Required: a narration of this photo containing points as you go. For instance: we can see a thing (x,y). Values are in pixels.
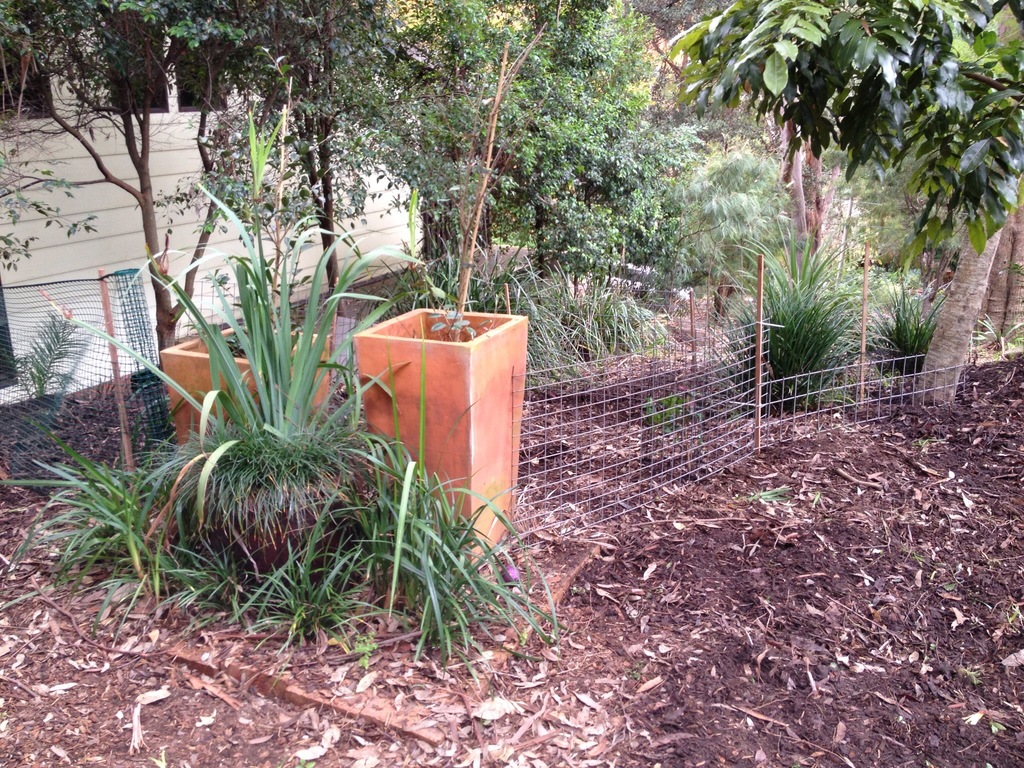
In this image there are two pots (420,382) in the middle (430,405). At the bottom (480,686) there is ground (608,644) on which there are dry leaves (470,699) and soil (798,566). In the background (739,163) there are trees (780,133). Beside the pots (501,388) there is a fence (727,361). On the left side (125,171) there is a wall (186,158).
